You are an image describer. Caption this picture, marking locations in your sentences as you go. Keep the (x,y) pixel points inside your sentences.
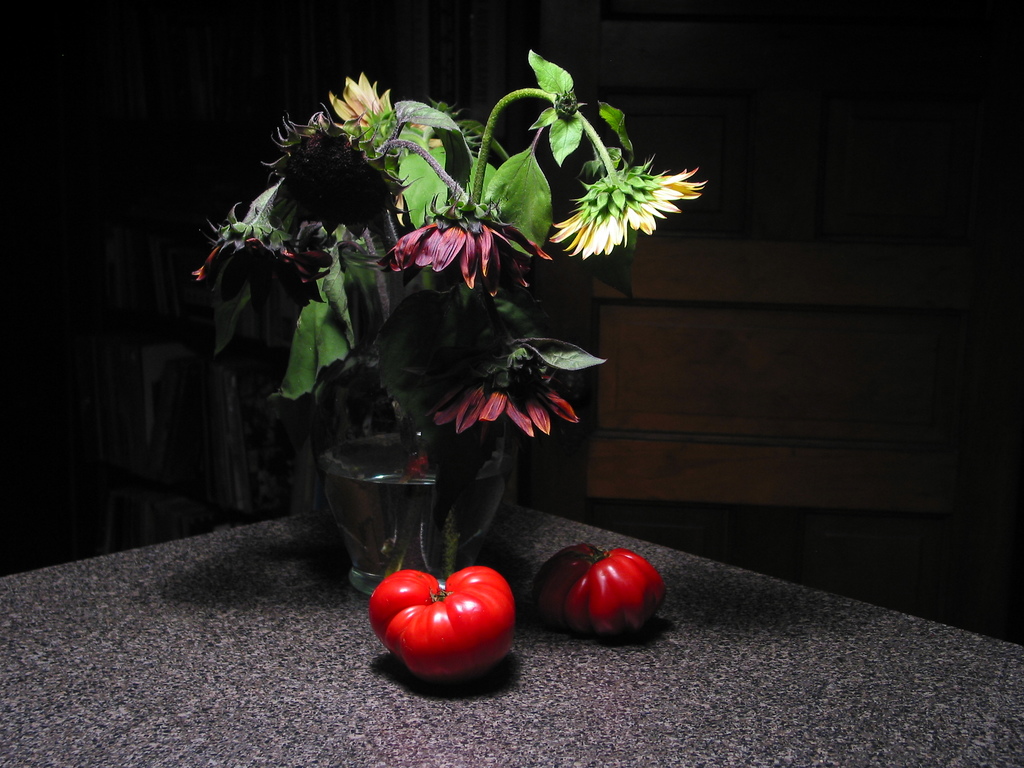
In this image we can see the flower vase (406,472) and also two vegetables (489,611) on the table (342,573). In the background (690,240) we can see the wall (878,131) and also the wooden panels (873,549).
